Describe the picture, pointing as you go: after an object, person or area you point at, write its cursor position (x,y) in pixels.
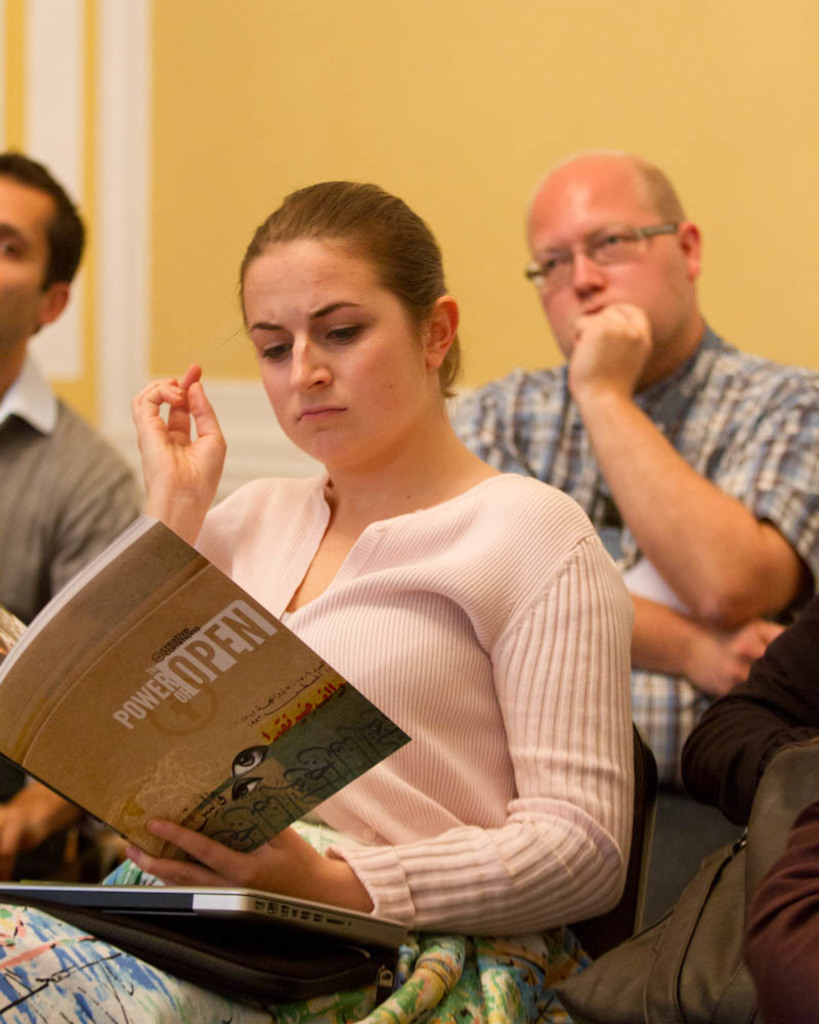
In this picture, there are people (506,381) sitting on the chairs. Towards the left (251,548), there is woman (417,770) wearing a pink sweater (415,648) and she is holding a book (114,753) in her hand (247,861) and there is a laptop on her lap (314,1006). Behind her, there is a man (671,336) wearing a check shirt (817,517). Towards the left (37,532), there is another man (50,267). In the background (329,107), there is a wall (568,143) which is in yellow in color.
